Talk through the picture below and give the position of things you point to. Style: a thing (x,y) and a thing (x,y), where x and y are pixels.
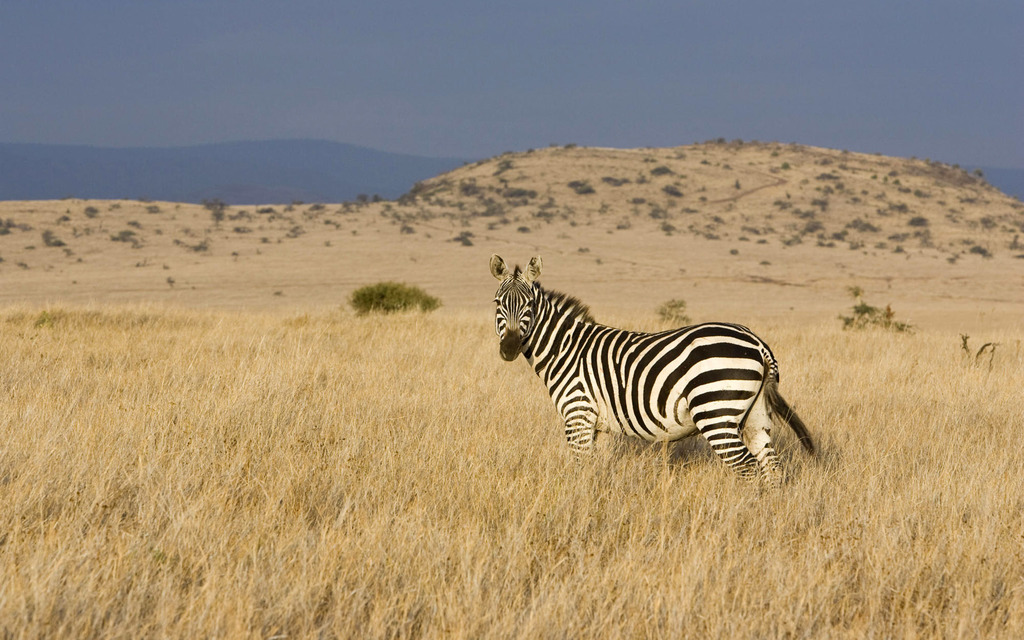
In this image there is a zebra (619,416) standing on the surface (479,475) of the grass (572,494). In the background (614,178) there are mountains (683,147) and the sky (671,62).
